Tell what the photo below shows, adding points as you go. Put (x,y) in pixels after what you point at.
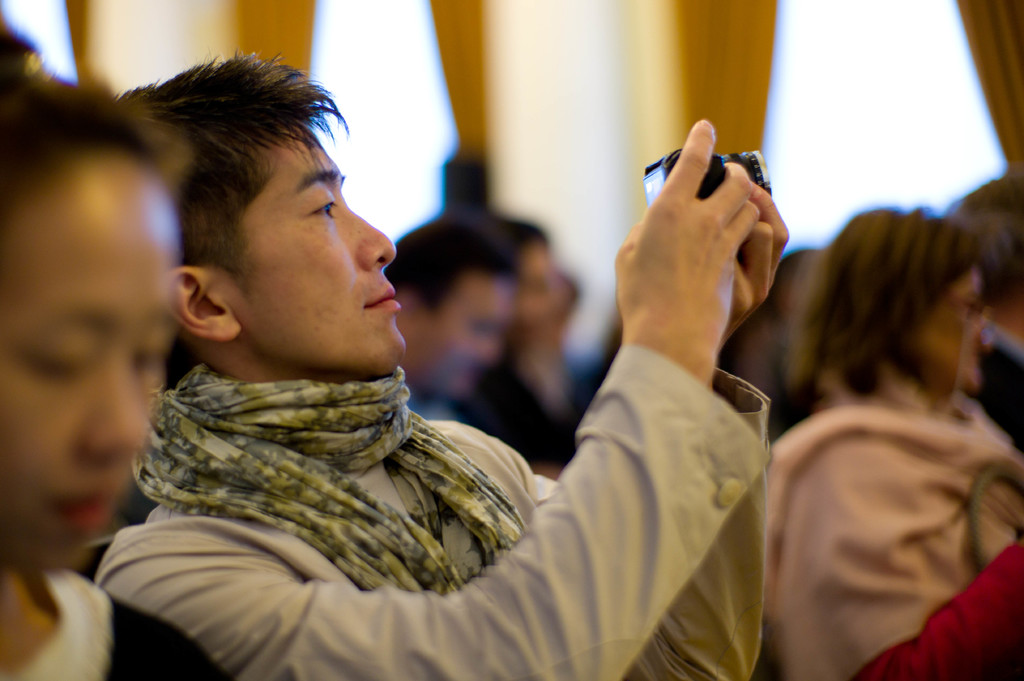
In this picture we can observe a man (312,429) sitting, holding a camera (649,165) in his hands (680,183). We can observe a scarf (350,446) around his neck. There are men (498,303) and women (69,303) in this picture. In the background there are curtains (719,73).
